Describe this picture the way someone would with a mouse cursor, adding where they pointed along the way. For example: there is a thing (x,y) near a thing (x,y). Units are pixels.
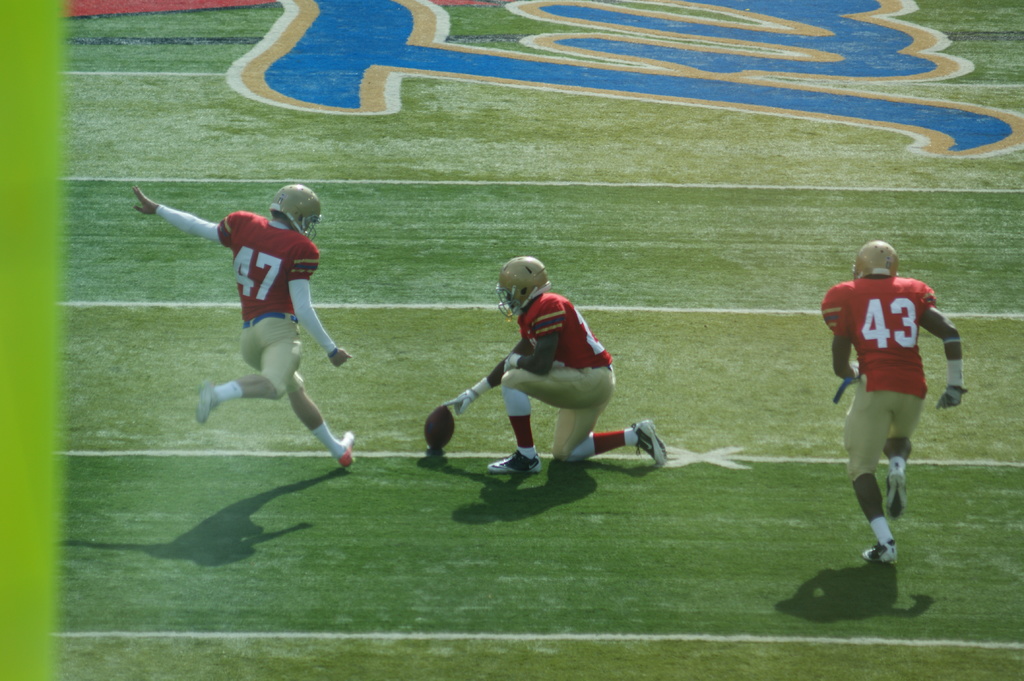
In this image players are playing football on the ground (1004,512).
